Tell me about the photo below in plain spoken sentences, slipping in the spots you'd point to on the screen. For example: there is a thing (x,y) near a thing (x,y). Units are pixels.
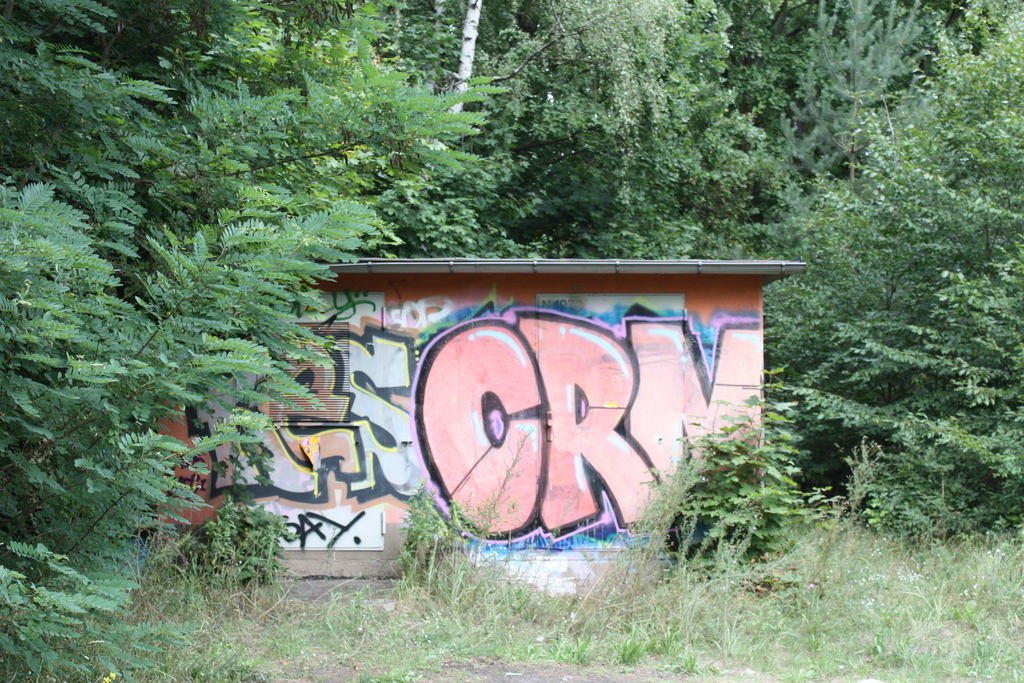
In this image we can see a wall (444,464) to which there is some painting (385,428) and in the background of the image (481,232) there are some trees (976,304).
